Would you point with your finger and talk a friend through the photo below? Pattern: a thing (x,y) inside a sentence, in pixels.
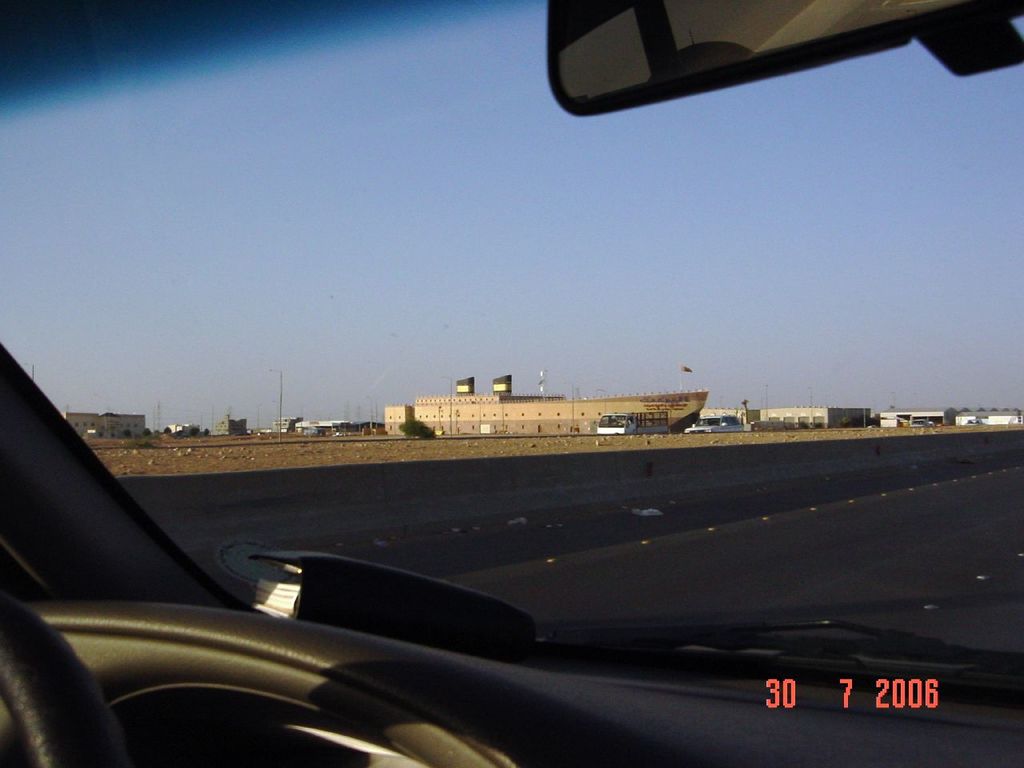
This is an inside view of a car (263,664) and we can see buildings (440,420), poles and sky (491,282) through the window glass (307,382) of a car (249,659).
